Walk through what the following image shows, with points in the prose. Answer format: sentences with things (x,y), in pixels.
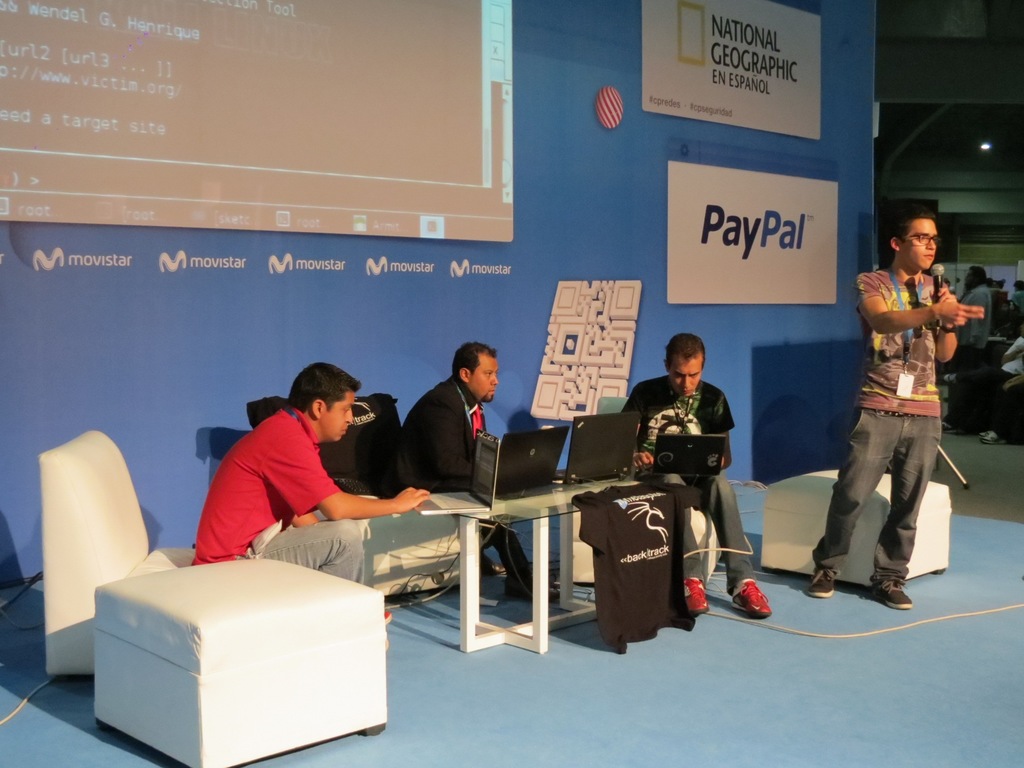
3 people (715,504) are sitting on the sofa chairs (704,517) and working in their laptops (597,451) and in the right (903,405) a person (859,411) is standing and talking in the microphone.
